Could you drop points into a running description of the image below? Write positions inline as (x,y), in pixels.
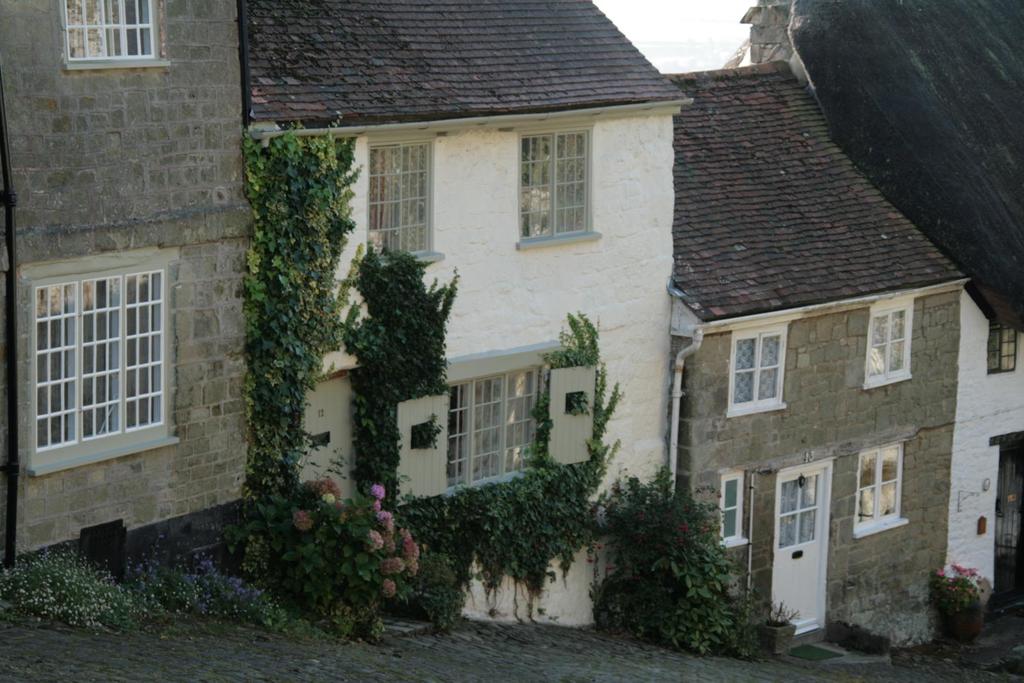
In this picture we can see buildings (507,213), at the bottom (400,563) there are some plants (400,563) and flowers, we can see windows (135,17) of these buildings (232,232).
